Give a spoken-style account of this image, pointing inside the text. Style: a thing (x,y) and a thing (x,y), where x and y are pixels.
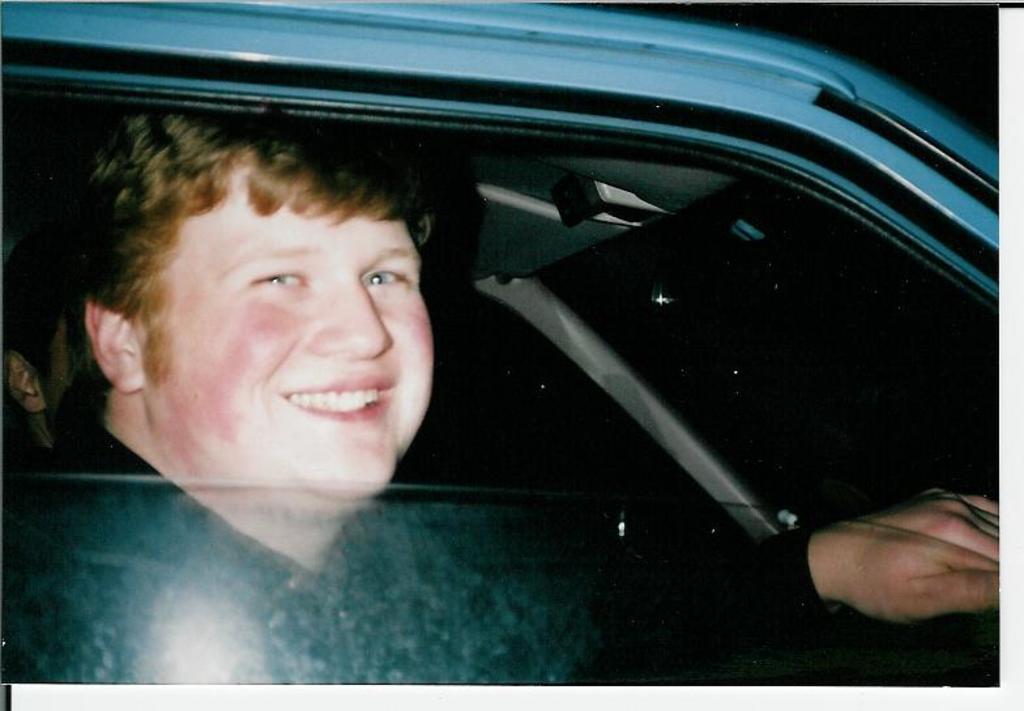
A picture is taken outside the car (503,423). Inside a car (470,371) we can see a man (184,397) sitting and holding a steering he is also having a smile (365,404) on his face (378,399).
